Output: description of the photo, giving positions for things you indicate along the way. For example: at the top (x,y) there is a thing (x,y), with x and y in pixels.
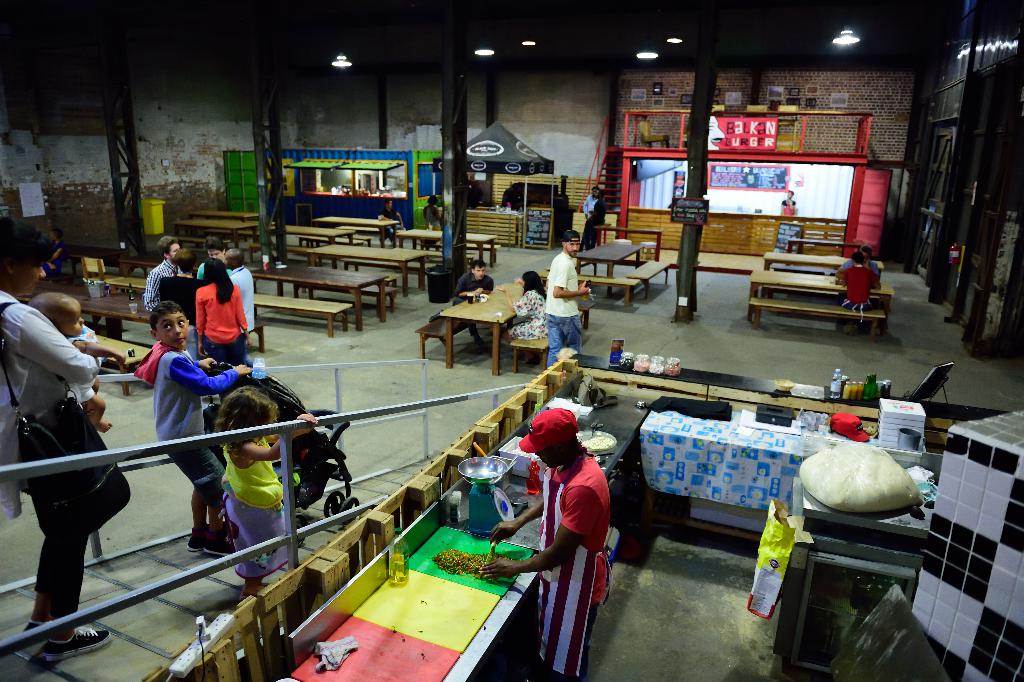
This picture is of inside a hall (954,379). In the foreground (601,498) we can see a man (585,491) wearing red color t-shirt (587,500), standing and doing some work. On the left (42,324) we can see group of persons (88,331) standing and in the center (488,279) there are two person (517,326) sitting on the benches (515,341) and there is a man (574,294) seems to be walking and we can see there are many tables (365,249) and benches (344,310) in the room (718,260). In the background (468,149) we can see the tents (511,154), lights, metal rods (703,137) and a wall (546,106).
